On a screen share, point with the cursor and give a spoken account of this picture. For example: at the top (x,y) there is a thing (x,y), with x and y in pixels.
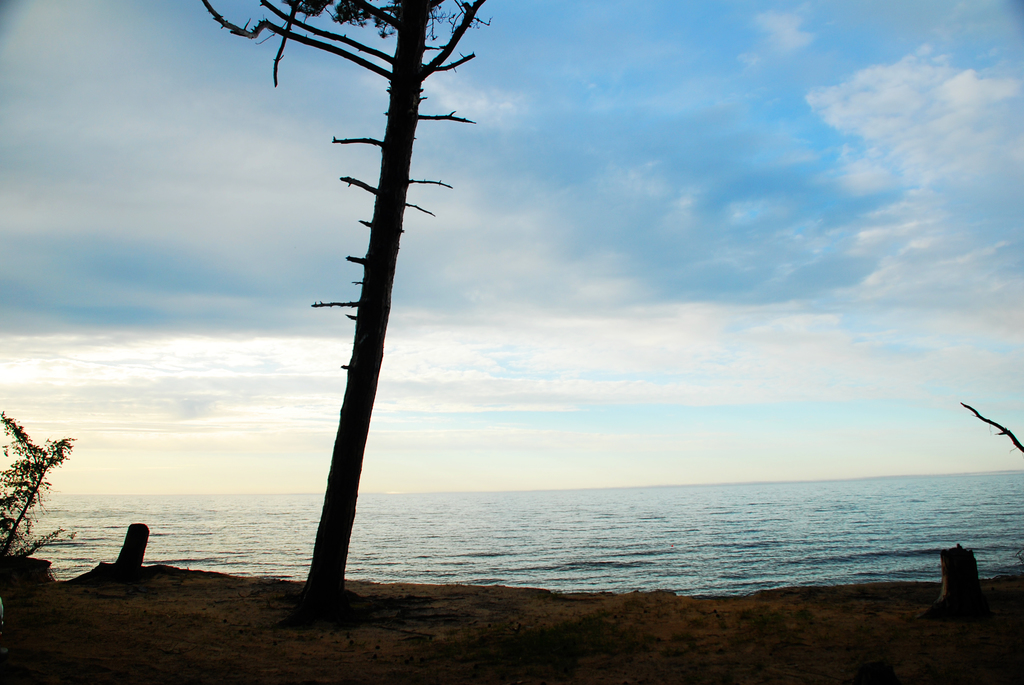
In this picture we can see the ocean (926,580). In the center (358,439) there is a big tree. On the left (27,442) there is a plant (20,543) on the beach (26,587). At the top (863,65) we can see the sky (628,212) and clouds (629,334).
